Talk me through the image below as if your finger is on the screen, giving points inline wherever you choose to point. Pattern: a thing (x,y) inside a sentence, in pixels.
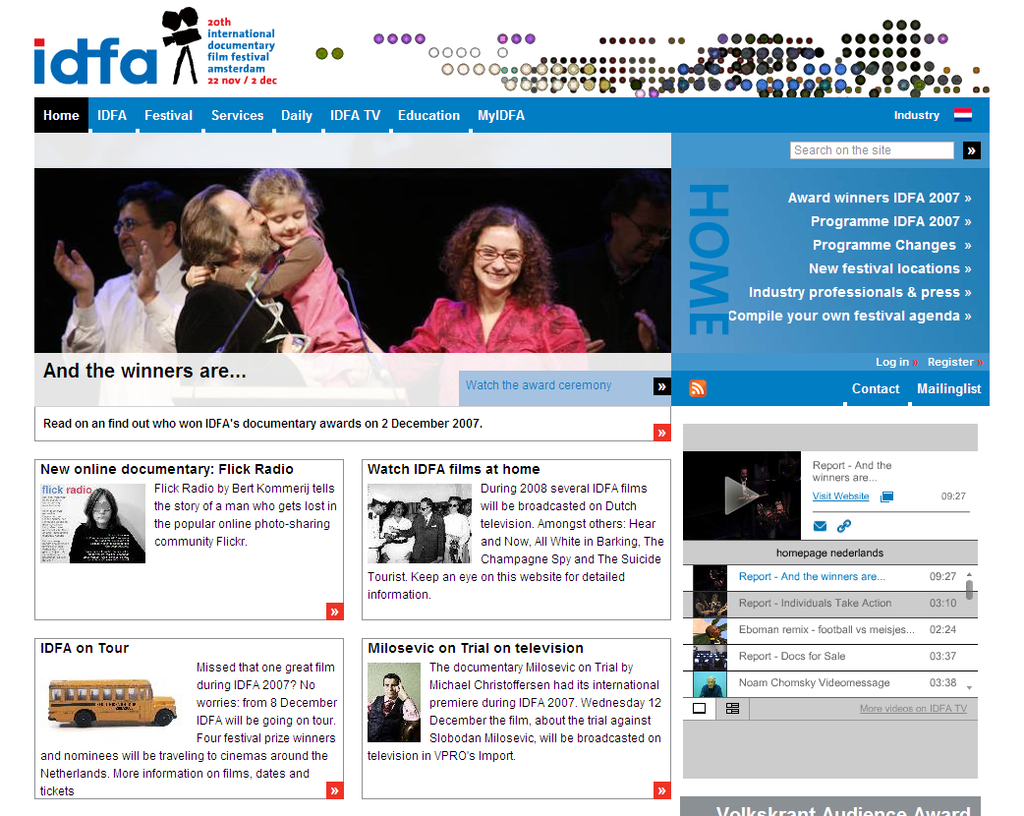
In this image there are few pictures (278,301) of persons (129,303) and a vehicle (83,715) and there is some text (230,21). Top of image (295,269) there is a person (266,323) holding a girl (338,315) in her arms (297,340). Beside him there is a woman (492,315) wearing spectacles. Behind him there is a person (132,320) wearing white shirt (132,337) is clapping hand (146,260). Bottom of image (49,781) there is a picture (119,688) of a vehicle (98,681), beside there is some text (255,752).
